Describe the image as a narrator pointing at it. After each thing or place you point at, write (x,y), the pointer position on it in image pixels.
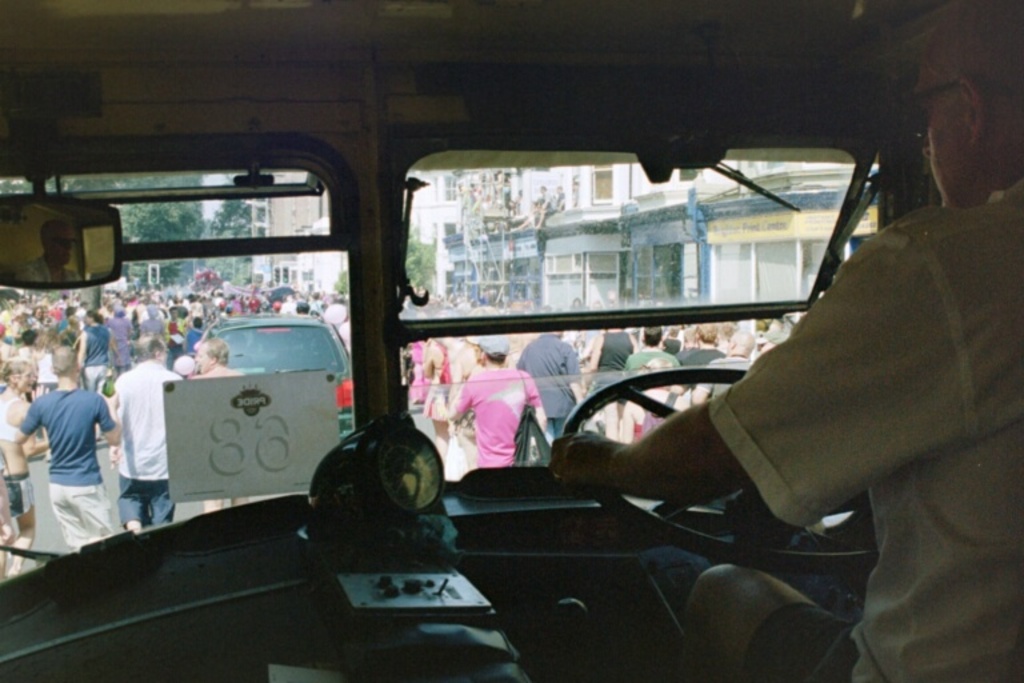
This image is taken from inside the vehicle (364,337). In this image there is a driver (869,349) on the right side (825,394) who is holding the steering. At the top (93,202) there is a mirror (32,241). In the middle (399,449) there is a light (377,469). Beside the driver (727,612) there is a gear rod (569,614). In front of him there is a glass (543,370). On the glass (348,373) there is a number badge (240,442). In the background (173,338) there is a road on which there are so many people (148,338) walking on it and there are some vehicles (245,335) on it. There are buildings (317,221) on either side of the road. On the left side (164,215) there are trees (167,218).
